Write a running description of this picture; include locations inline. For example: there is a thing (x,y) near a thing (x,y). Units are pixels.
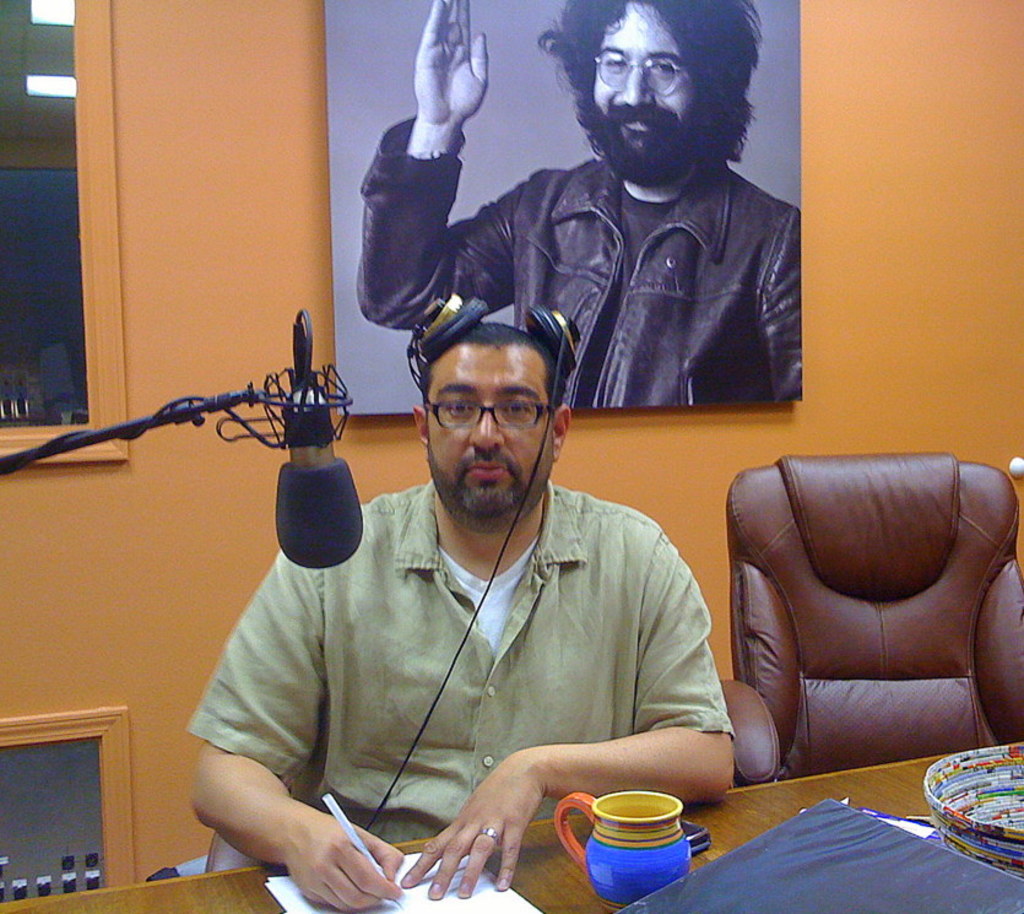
In this picture a guy (398,684) is sitting at a table (537,840) with headphones (458,312) on his head (520,353) and also a mic (288,417) placed in front of him. In the background (200,435) we observe an orange wall (258,473) and a portrait (368,219) of another man (501,284).
